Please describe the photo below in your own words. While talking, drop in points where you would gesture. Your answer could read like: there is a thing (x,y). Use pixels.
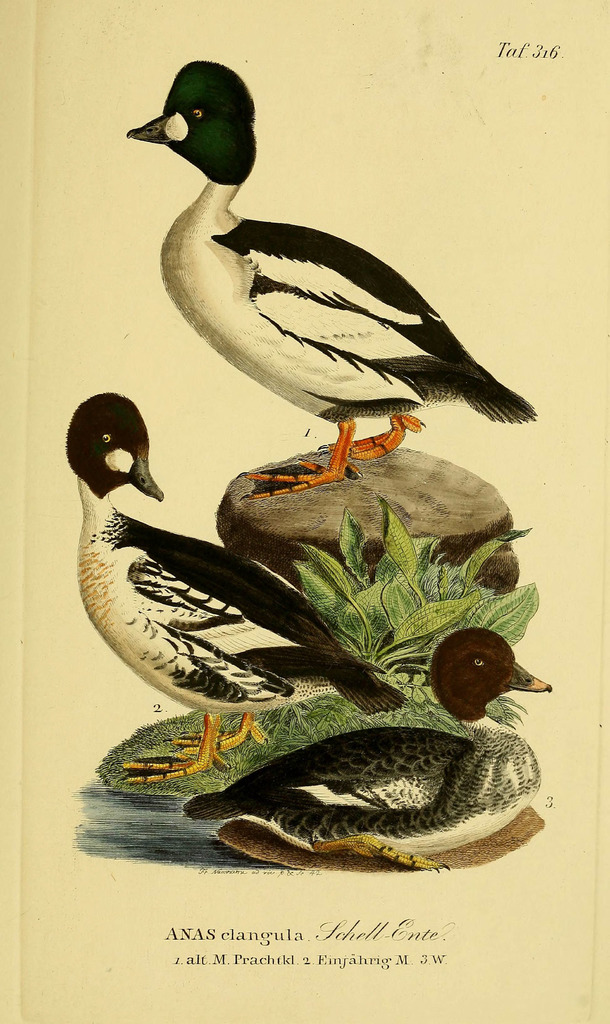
In this image I can see a painting (246,703) of three ducks (247,588). One duck (220,305) is on a stone (288,506) and there is a plant (361,614). At the bottom (153,826), I can see the water (160,826). At the bottom of this image (259,959) there is some text (280,960). The background (474,179) is in cream color.
